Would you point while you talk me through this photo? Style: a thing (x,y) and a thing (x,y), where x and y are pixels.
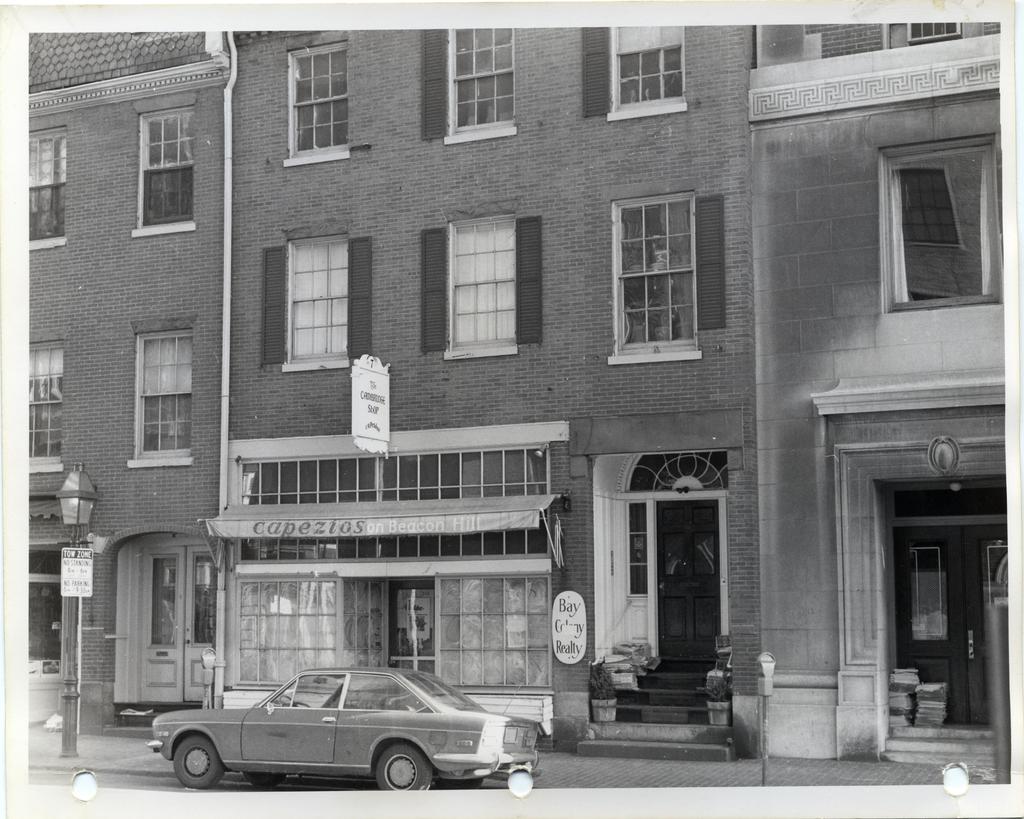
In this image we can see a building (523,304), there are windows (495,641), doors (962,687), there is a car (345,740), a light pole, pipe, there are boards (572,604) with text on them, there are some paper bundles (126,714) in front of the doors (912,661), there are house plants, also the picture is taken in black and white mode.
